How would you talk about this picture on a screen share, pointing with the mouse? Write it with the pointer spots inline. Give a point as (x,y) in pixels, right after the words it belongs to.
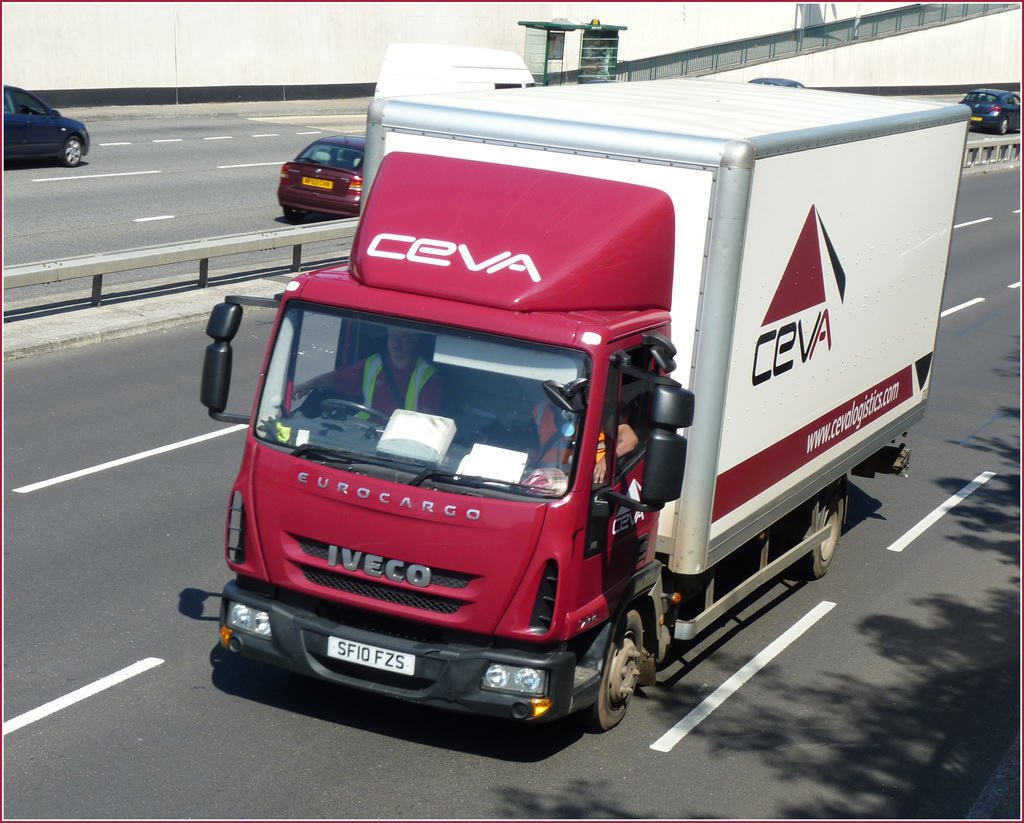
In the image I can see vehicles (531,500) on the road (113,444) among them the truck (593,359) in front of the image has a logo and something written on it. I can also see white color lines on the road (46,495) and some other objects (729,48) in the background (680,60).
